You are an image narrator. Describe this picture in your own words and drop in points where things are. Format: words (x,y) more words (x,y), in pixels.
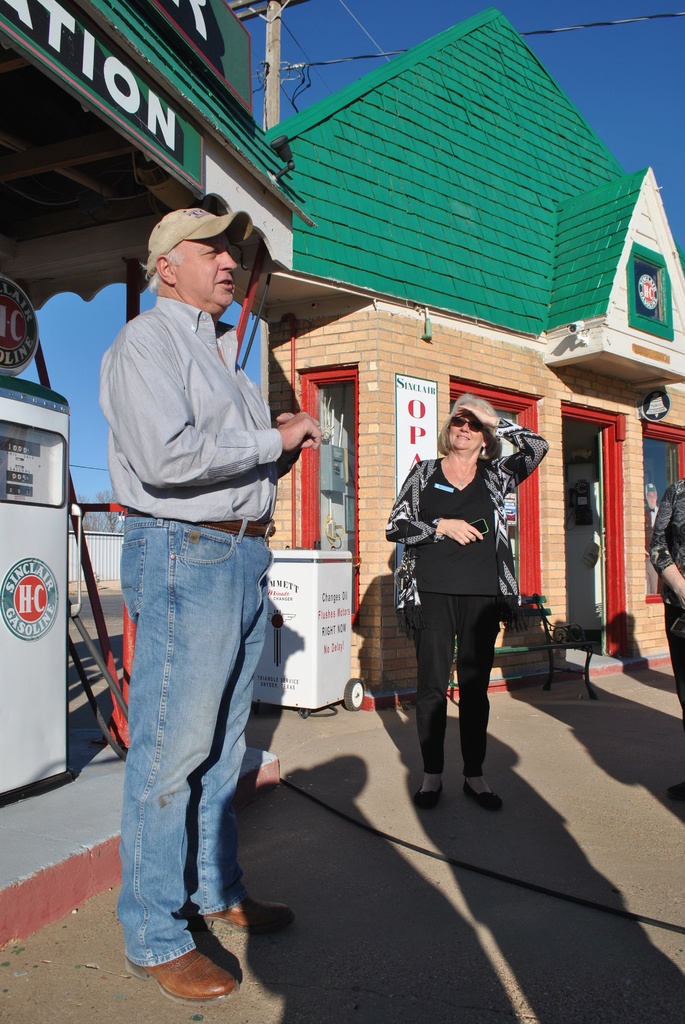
In this image I can see few people (427,498) standing. I can see a building (380,135) and glass windows (663,454). I can see white box (325,557), green bench (552,652), fencing (105,550), current pole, wires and trees (99,523). The sky (427,31) is in blue color.
